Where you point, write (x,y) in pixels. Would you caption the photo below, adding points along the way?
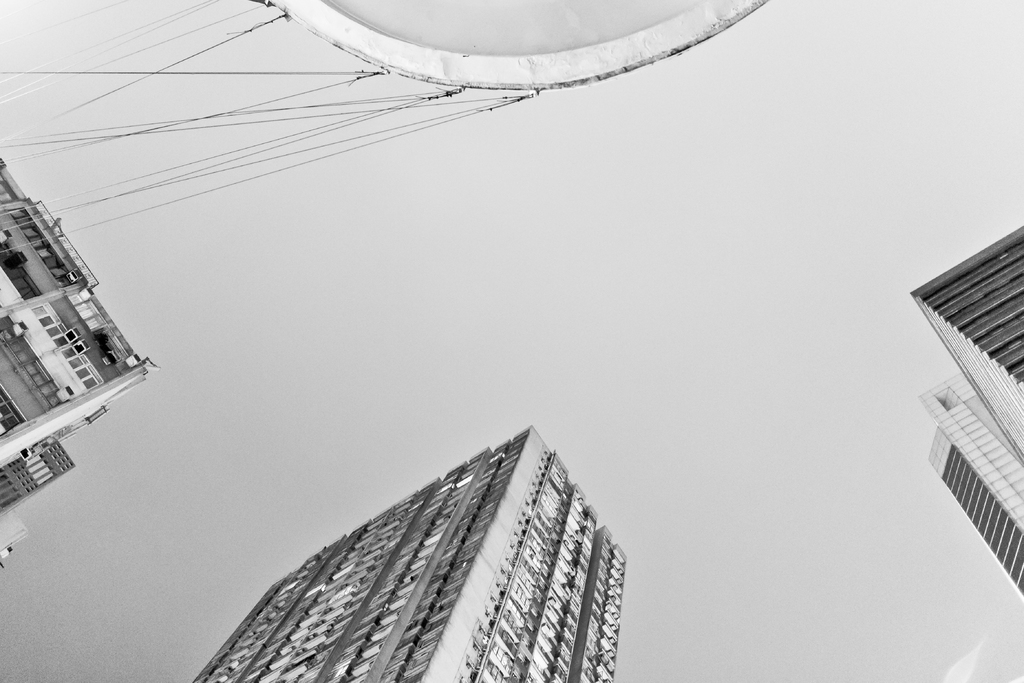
In this image there is the sky (496,291), there is an object (502,32) towards the top of the image (536,37), there are wires (108,92) towards the top of the image (196,71), there is a building (975,354) towards the right of the image (996,351), there is a building (482,571) towards the bottom of the image (466,594), there is a building (70,295) towards the left of the image (43,347).
